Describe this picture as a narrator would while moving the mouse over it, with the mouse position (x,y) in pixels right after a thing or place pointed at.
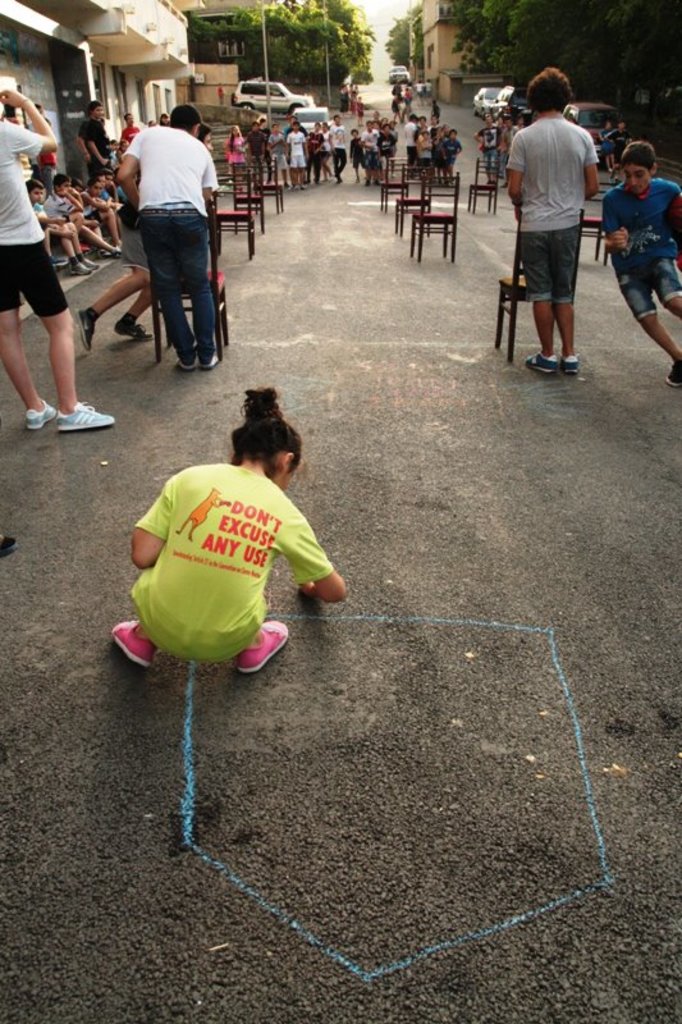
In this image, we can see few people (230,504). Few people (652,320) are playing a game on the road (403,427). Here we can see chairs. Background (296,94) there are few trees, houses (33,79), vehicles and poles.
